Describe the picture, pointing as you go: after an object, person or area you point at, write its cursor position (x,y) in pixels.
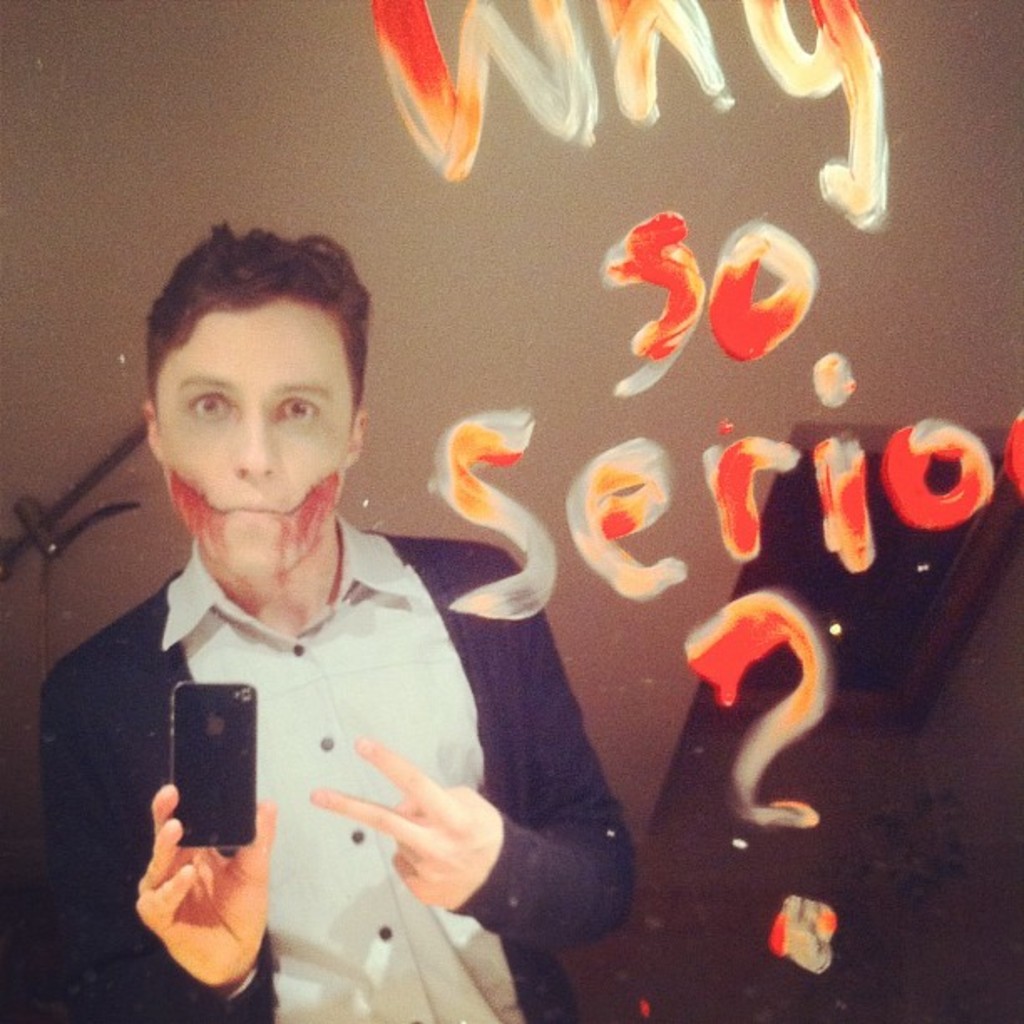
In this image, we can see a mirror (617,631). On the mirror (594,353), we can see some text (395,11) and reflections (751,705). Here we can see a person (342,743) is holding a mobile (220,737) and watching. Background (529,254) there is a wall (481,271) and few objects (1002,472).
